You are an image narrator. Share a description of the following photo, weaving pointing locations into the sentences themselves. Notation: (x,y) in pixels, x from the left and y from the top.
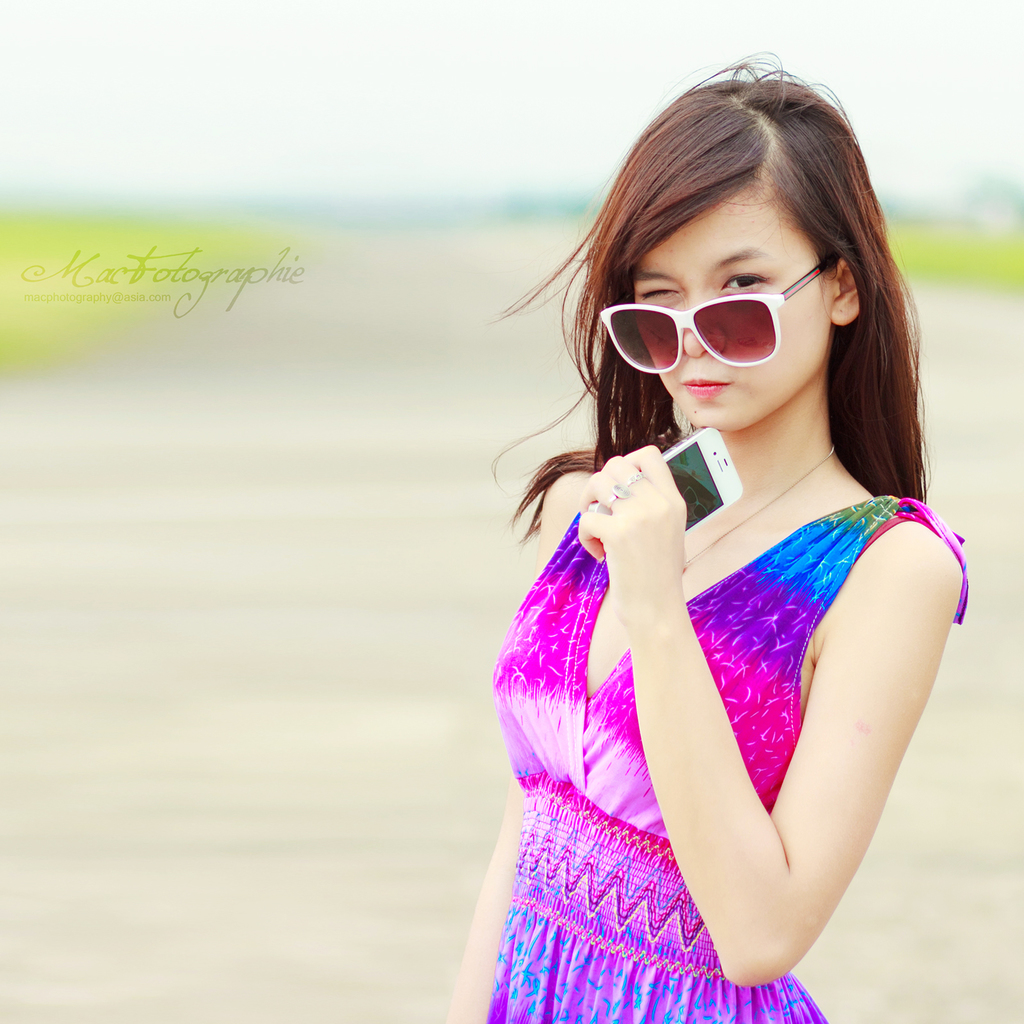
In this image I can see a woman (635,463) in the front (730,472) and I can see she is holding a phone (715,486). I can also see she is wearing a shades (628,350) and colourful dress (574,824). I can also see this image is little bit blurry in the background (298,312) and on the left side (222,278) I can see a watermark (201,265).
